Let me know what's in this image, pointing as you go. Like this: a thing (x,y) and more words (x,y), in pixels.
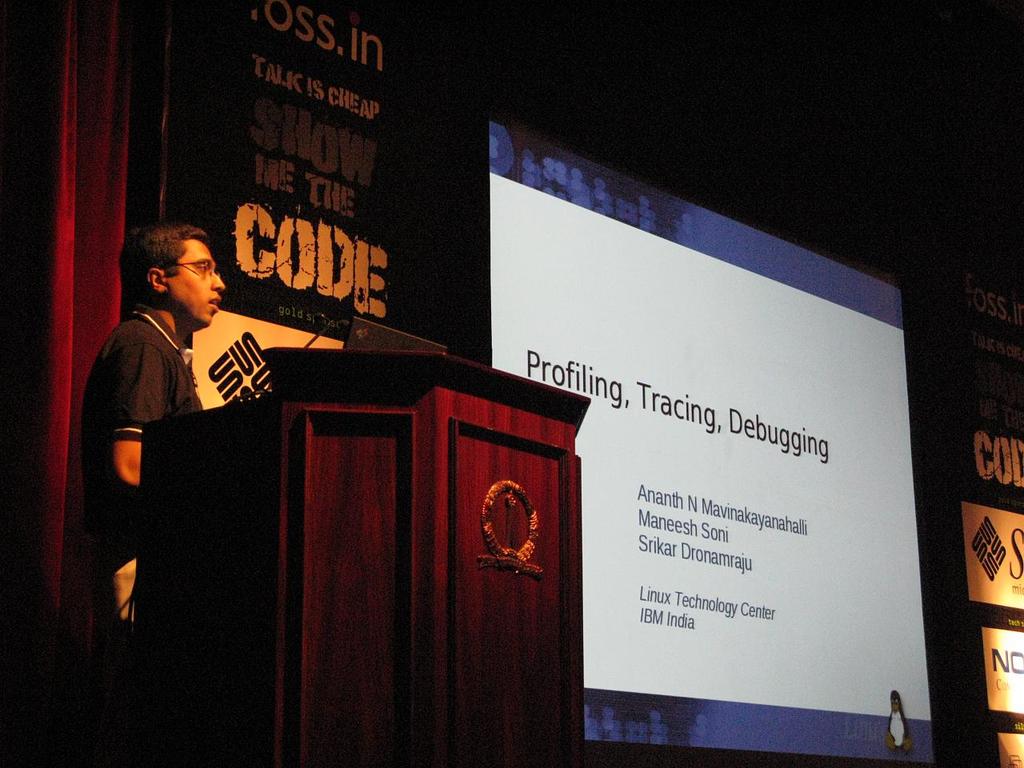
In this image, we can see a person (140,441) is standing behind the wooden podium (317,577). Here we can see a laptop (388,338) and microphone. Background (335,263) there is a screen (552,309), curtain (63,360), banners (1002,485) and dark view.
